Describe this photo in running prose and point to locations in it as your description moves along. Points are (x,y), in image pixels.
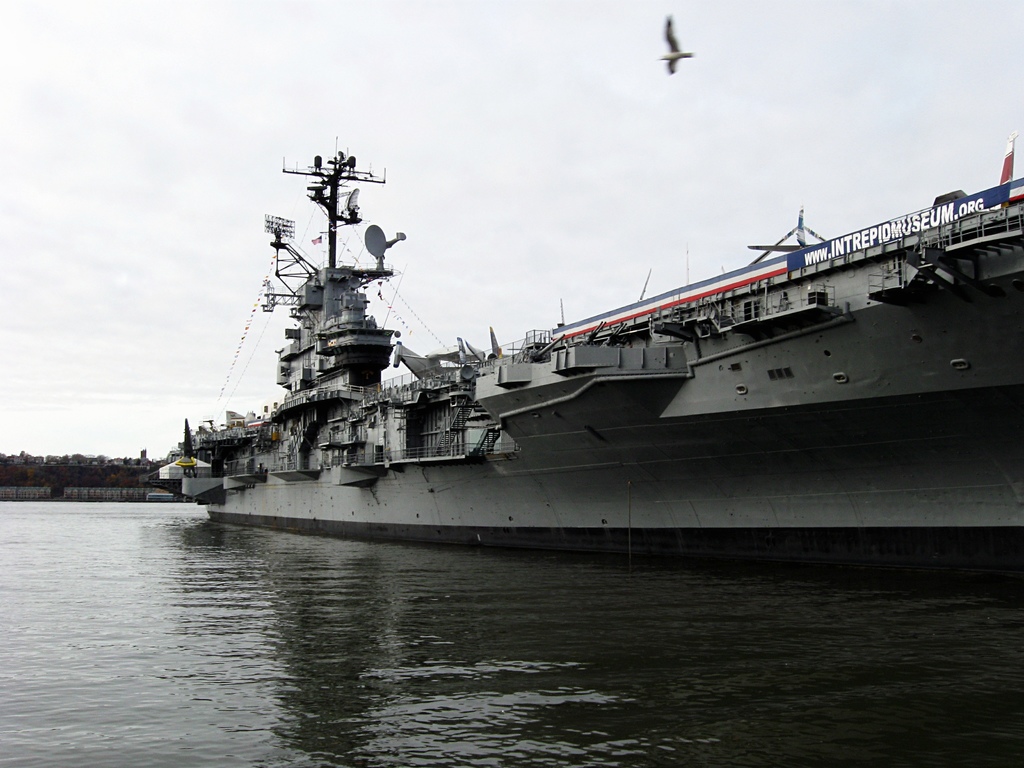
In this image, there is water (151,637) and there is a ship (728,556), at the top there is a bird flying and there is a white color sky (189,48).
